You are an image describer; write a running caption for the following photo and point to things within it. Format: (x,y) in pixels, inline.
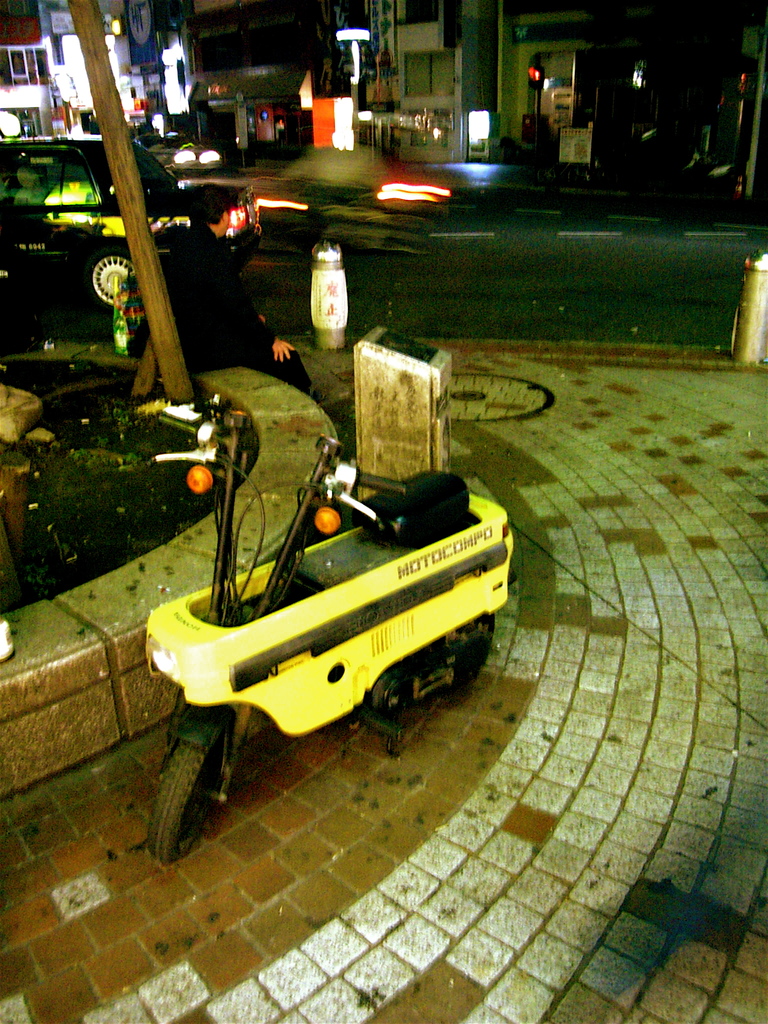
In the center of the image (416,583) there is a motorcycle (342,655). In the background (103,287) there is a car (114,243) on the road (558,274) and there are buildings (620,108) and we can see lights (339,101).
